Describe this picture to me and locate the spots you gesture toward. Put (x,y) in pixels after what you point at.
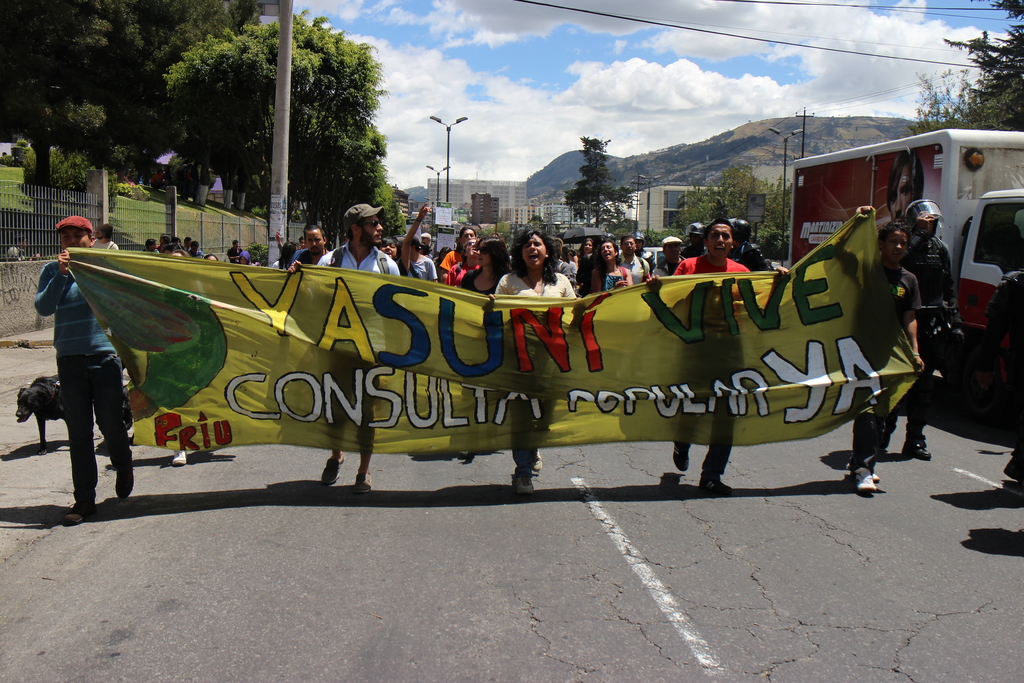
In this image I see number of people (425,254) and I see these 5 persons (347,265) are holding a cloth (367,338) on which there is something written and I see a vehicle (884,212) over here. In the background (293,215) I see the poles (289,79), trees (102,13), buildings (516,197), fencing (56,193) over here and I see the sky (676,77) and I can also see wires (914,60) and I see the road (690,503) and I see a black dog (38,411) over here.
